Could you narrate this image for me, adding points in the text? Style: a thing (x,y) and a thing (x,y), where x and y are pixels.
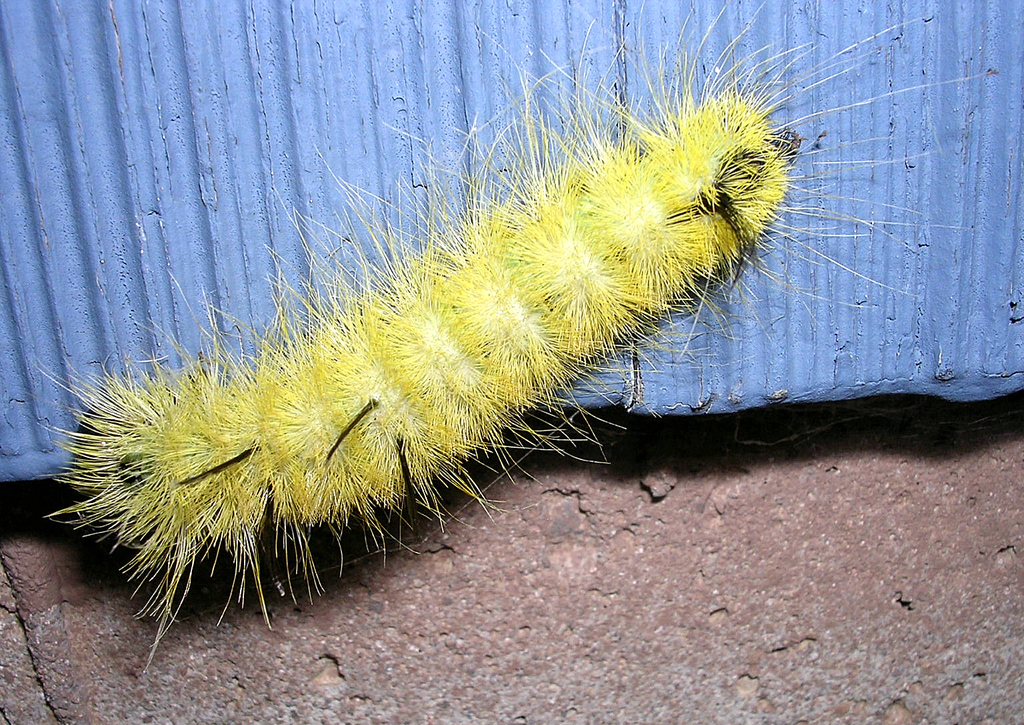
In this picture there is a yellow color insect (543,298) on the wall (836,80). At the bottom (895,595) there is a floor (535,627).
